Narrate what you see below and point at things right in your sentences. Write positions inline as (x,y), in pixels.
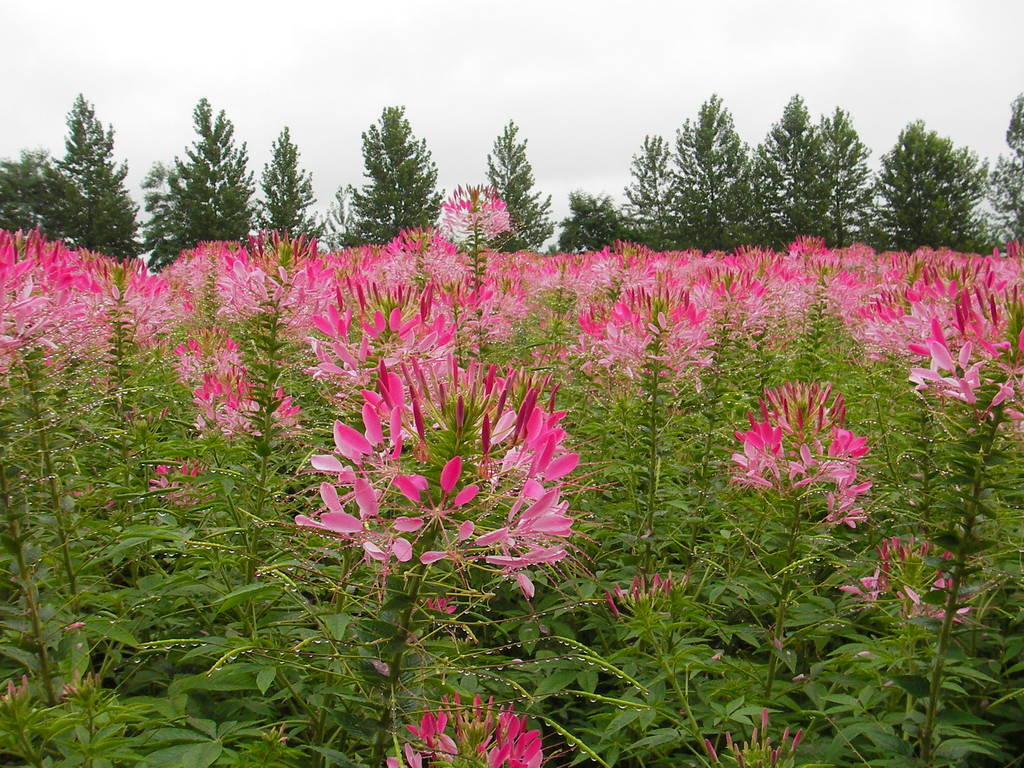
This picture is taken from the outside of the city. In this image, we can see some plants (624,544) with flowers (757,438) which are in pink in color. In the background (189,201), we can see some trees (723,187). At the top (658,95), we can see a sky (558,77).
